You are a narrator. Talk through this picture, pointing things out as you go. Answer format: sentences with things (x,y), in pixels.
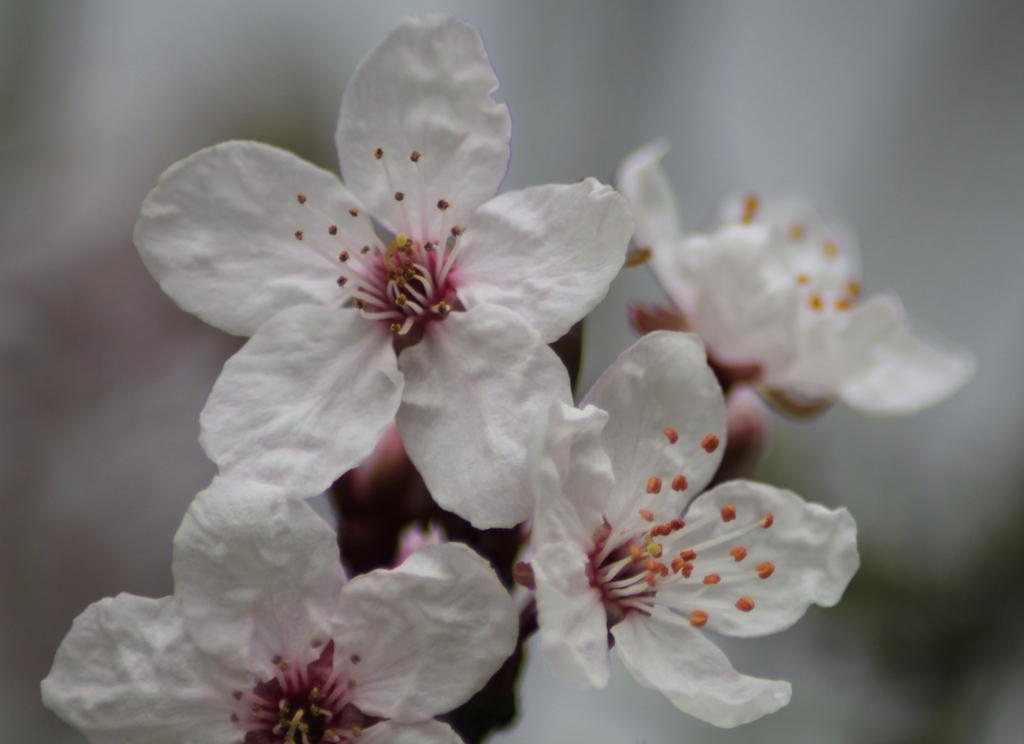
In this image we can see some white color flowers (613,472).
